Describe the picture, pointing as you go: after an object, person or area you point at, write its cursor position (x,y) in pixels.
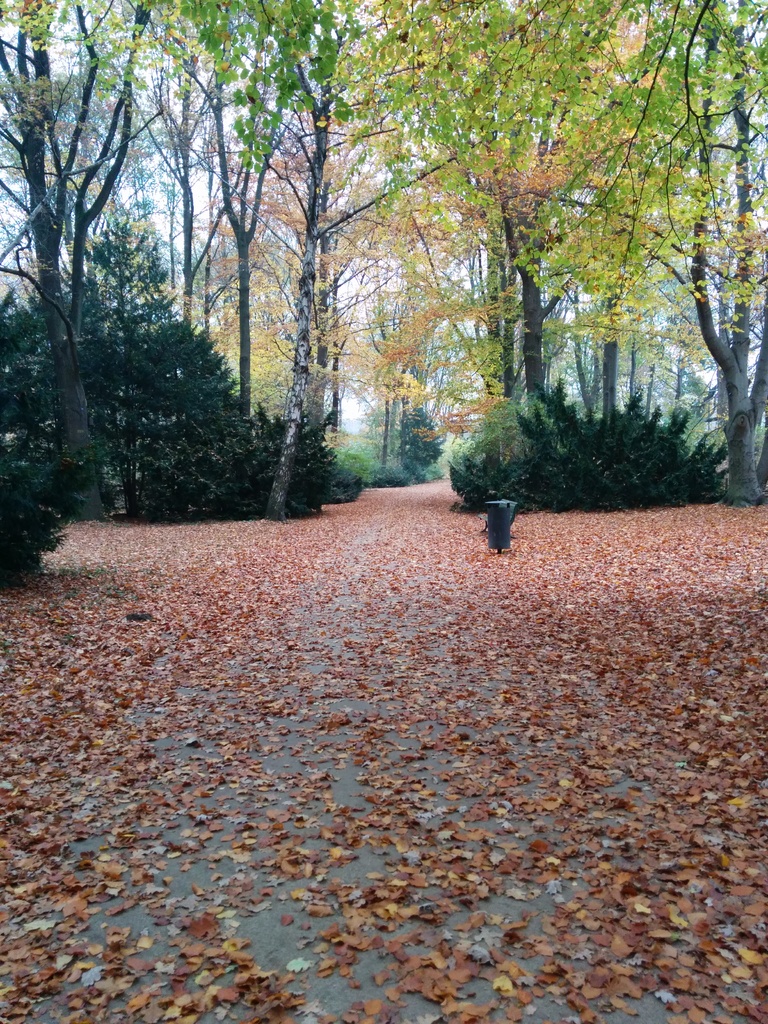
In this picture we can see few leaves (365,630) on the ground (457,664), in the background (425,408) we can find few trees (277,319).
